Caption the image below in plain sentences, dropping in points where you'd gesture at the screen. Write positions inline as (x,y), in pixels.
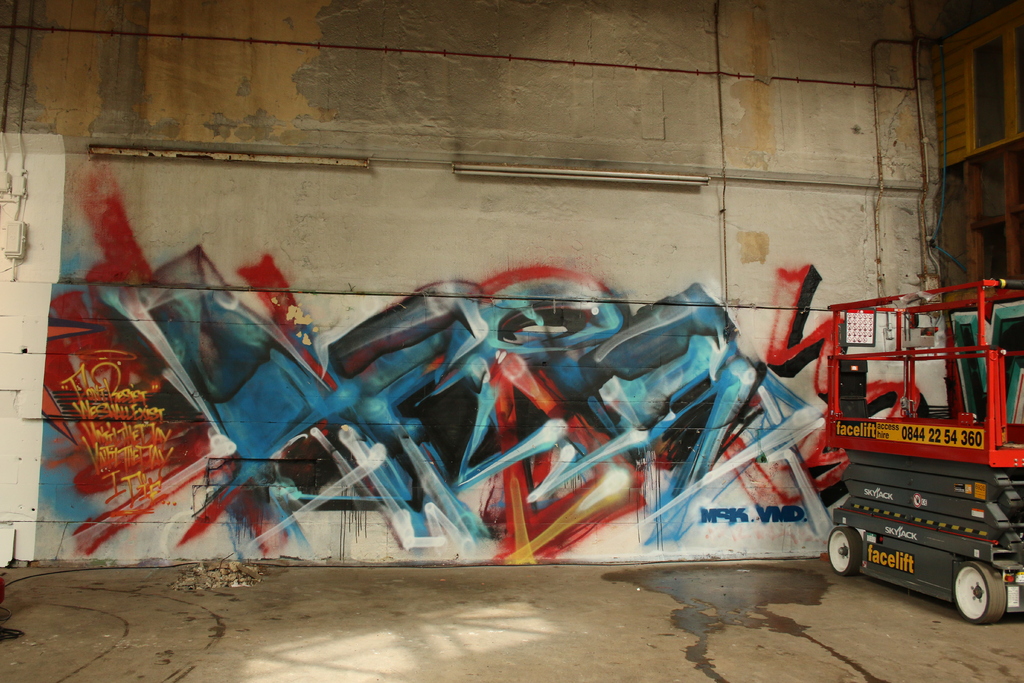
In this image I can see a vehicle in red and gray color. Background (360,419) I can see a wall (292,403) in cream, blue and red color and I can see two tube lights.
